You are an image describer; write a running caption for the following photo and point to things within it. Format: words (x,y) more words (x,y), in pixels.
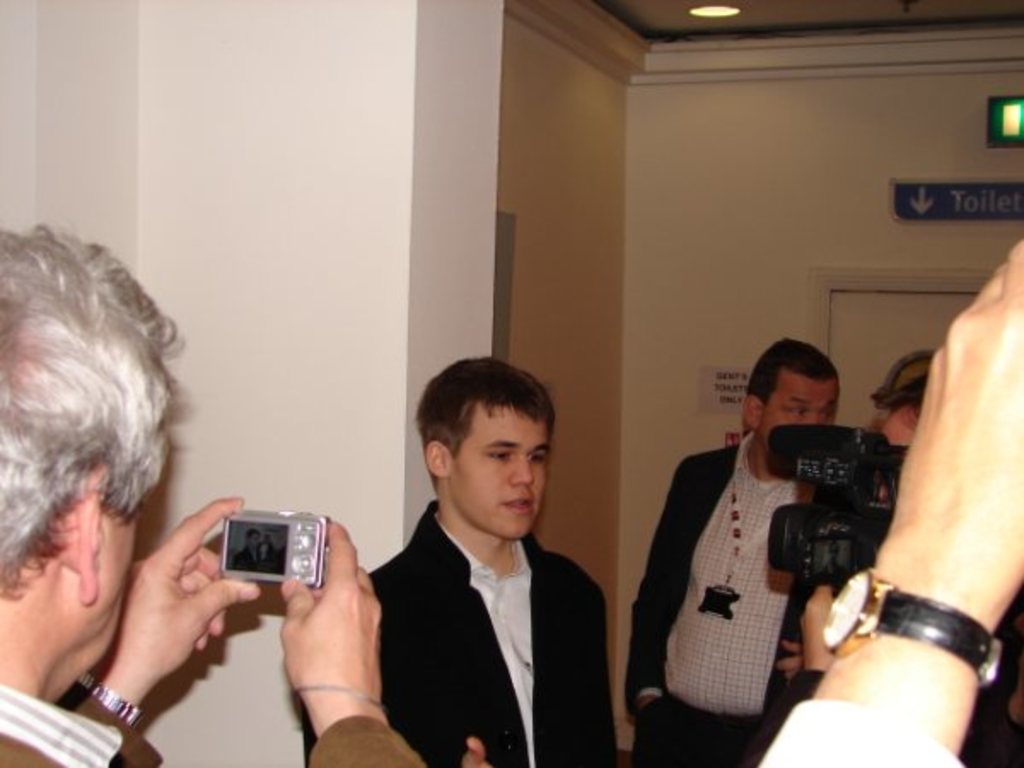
As we can see in the image there is a white color wall (434,255), few people (967,353) standing over here and this man (164,614) is holding camera (277,540).
